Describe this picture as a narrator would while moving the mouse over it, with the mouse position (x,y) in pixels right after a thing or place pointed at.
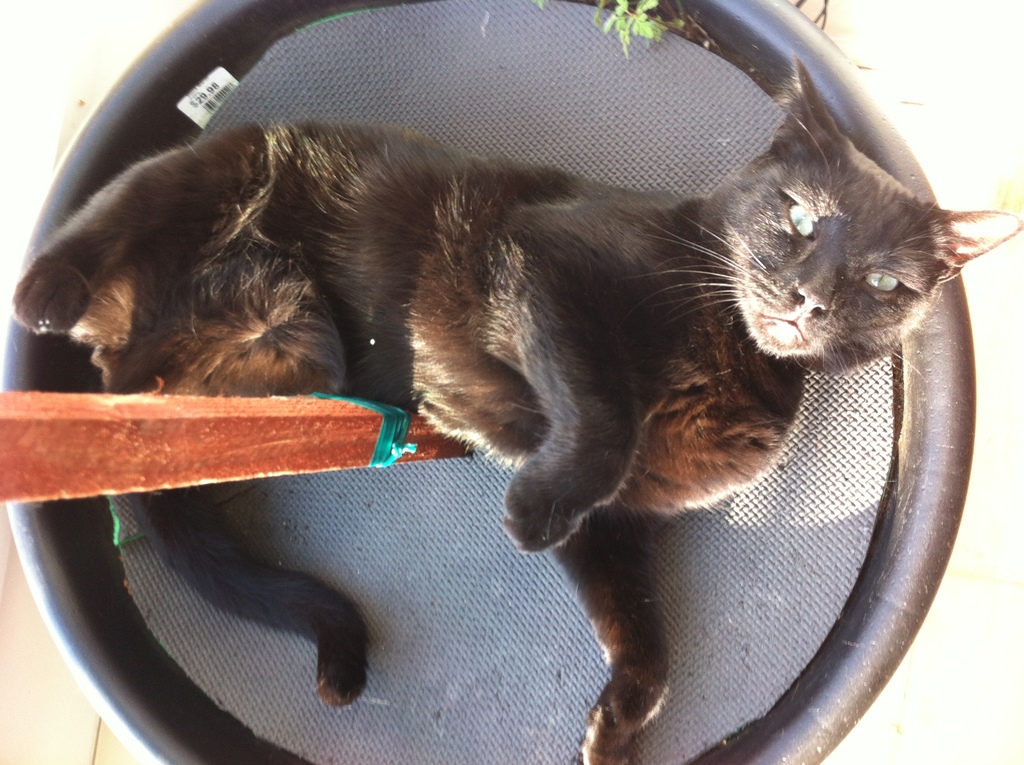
In this image I can see a black color cat (557,300) on the black color object (893,523). I can see a brown color stick (208,451).
